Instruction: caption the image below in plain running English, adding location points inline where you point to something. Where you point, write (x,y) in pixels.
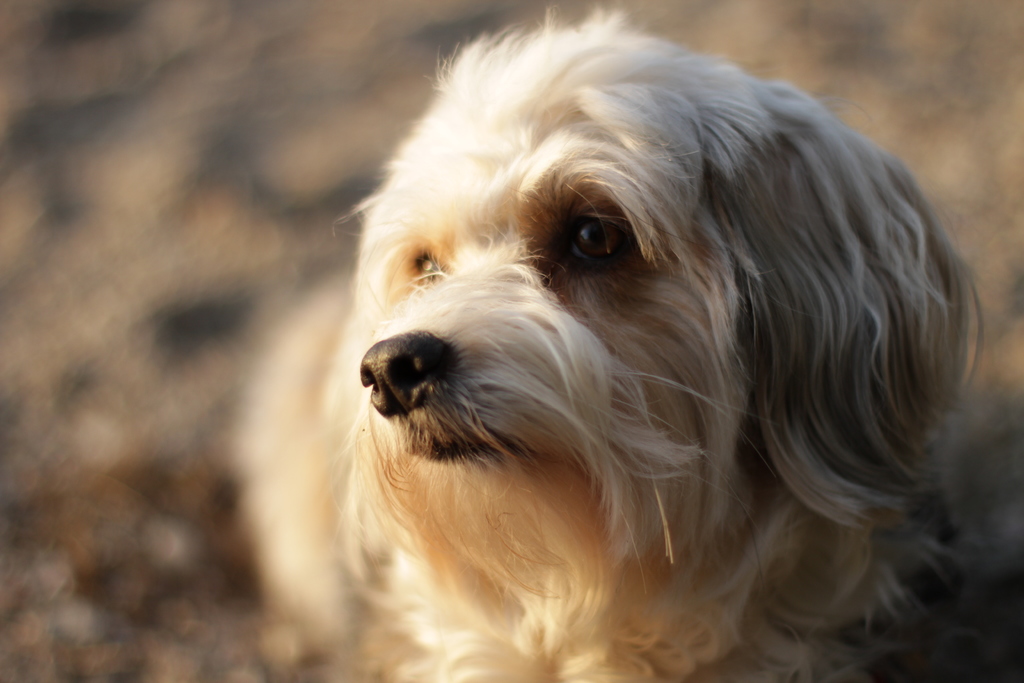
In this image we can see a dog (567,377) which is white in color.
